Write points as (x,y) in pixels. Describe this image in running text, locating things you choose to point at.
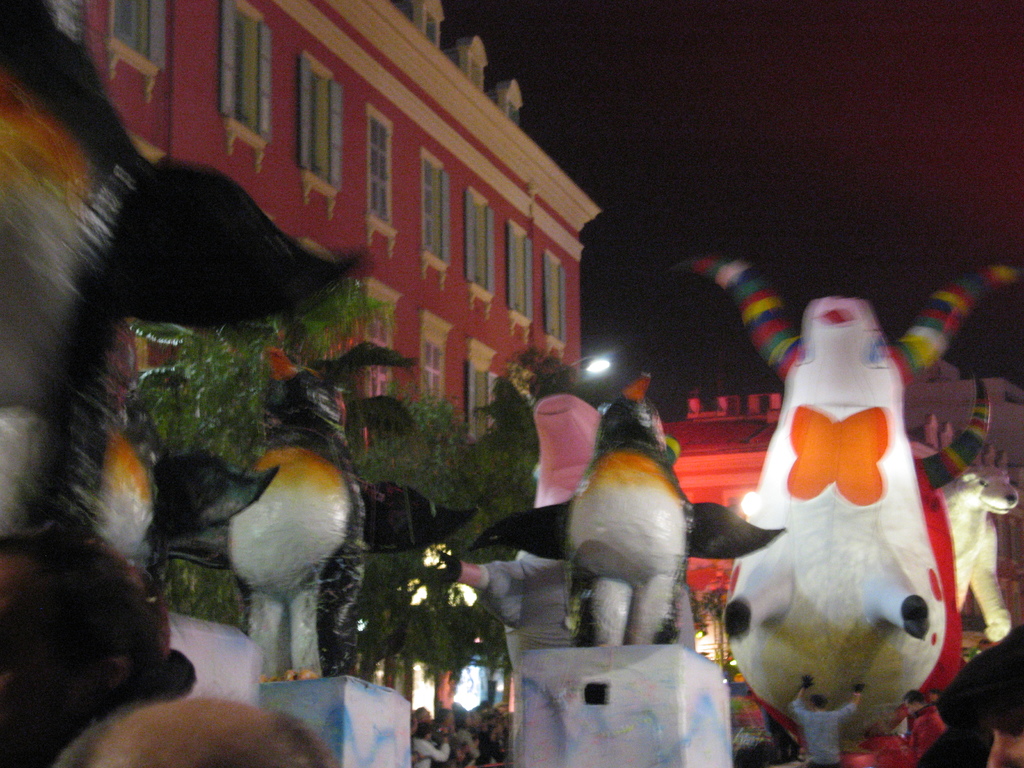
In this picture I can see buildings (399,202) and people (466,749). I can also see some objects (636,539) and light (469,680). In the background (763,161) I can see the sky (814,166).
